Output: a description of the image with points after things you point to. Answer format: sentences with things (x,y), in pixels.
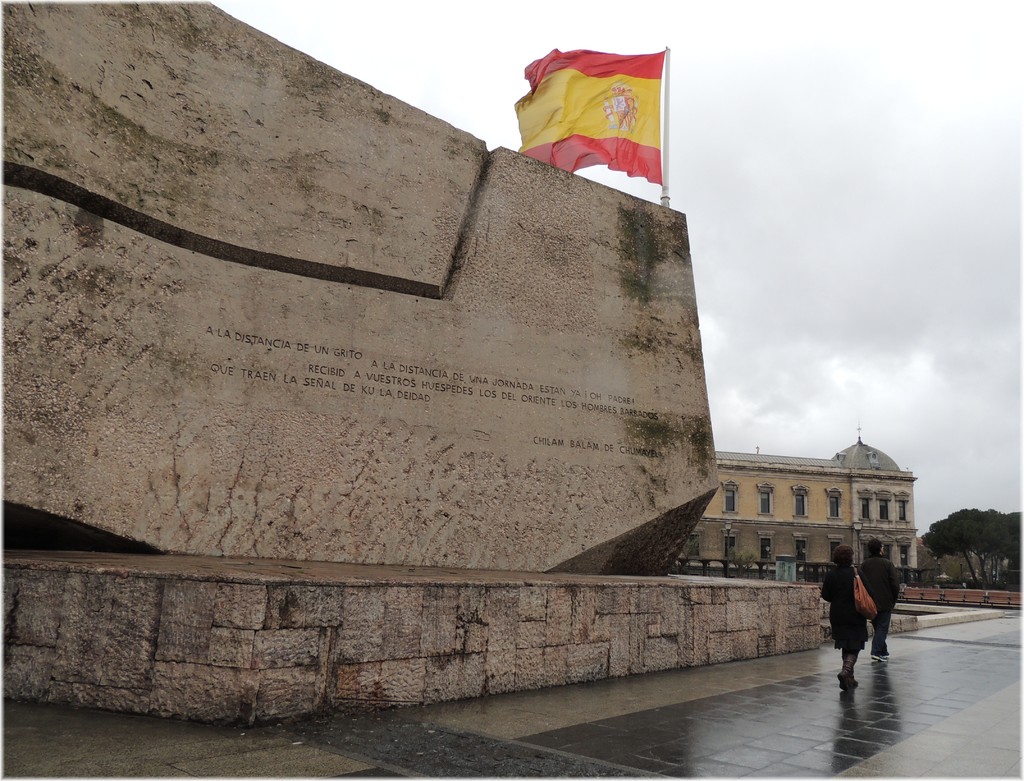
In this picture we can see two people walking on the ground (927,708), here we can see a memorial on the platform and we can see a flag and in the background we can see a building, trees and the sky (947,469).
